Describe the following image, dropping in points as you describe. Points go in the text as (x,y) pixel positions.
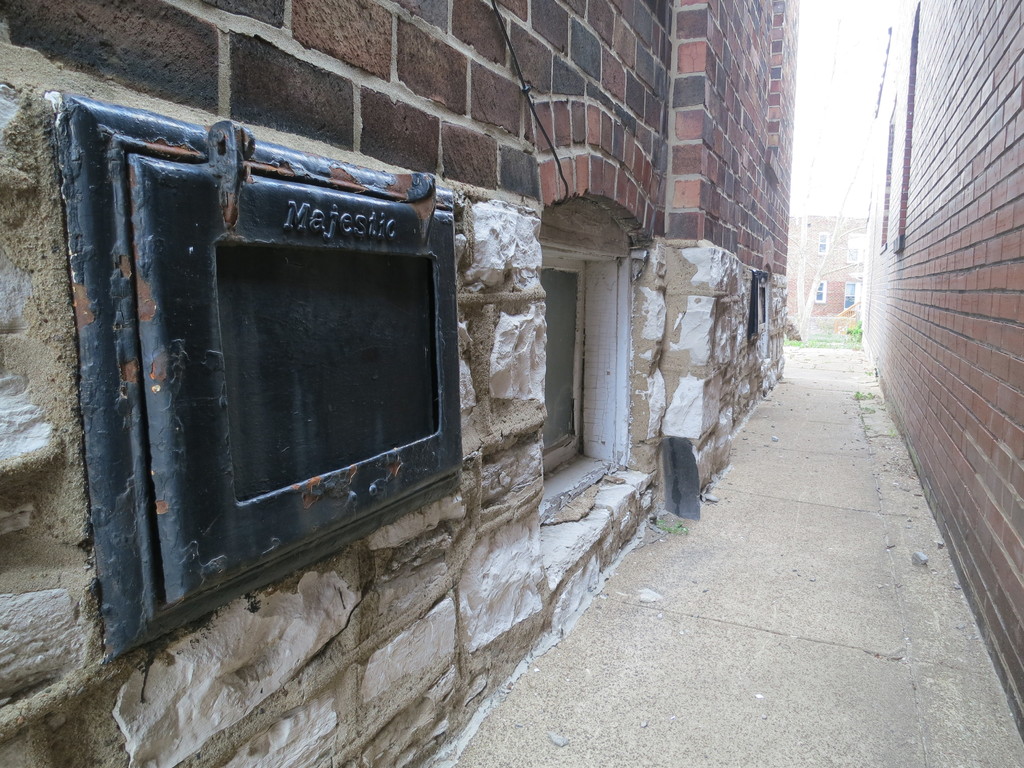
In the image there is a path (829,431) in the middle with buildings (530,356) on either side of it and in the back (829,283) there is another building (839,312).
